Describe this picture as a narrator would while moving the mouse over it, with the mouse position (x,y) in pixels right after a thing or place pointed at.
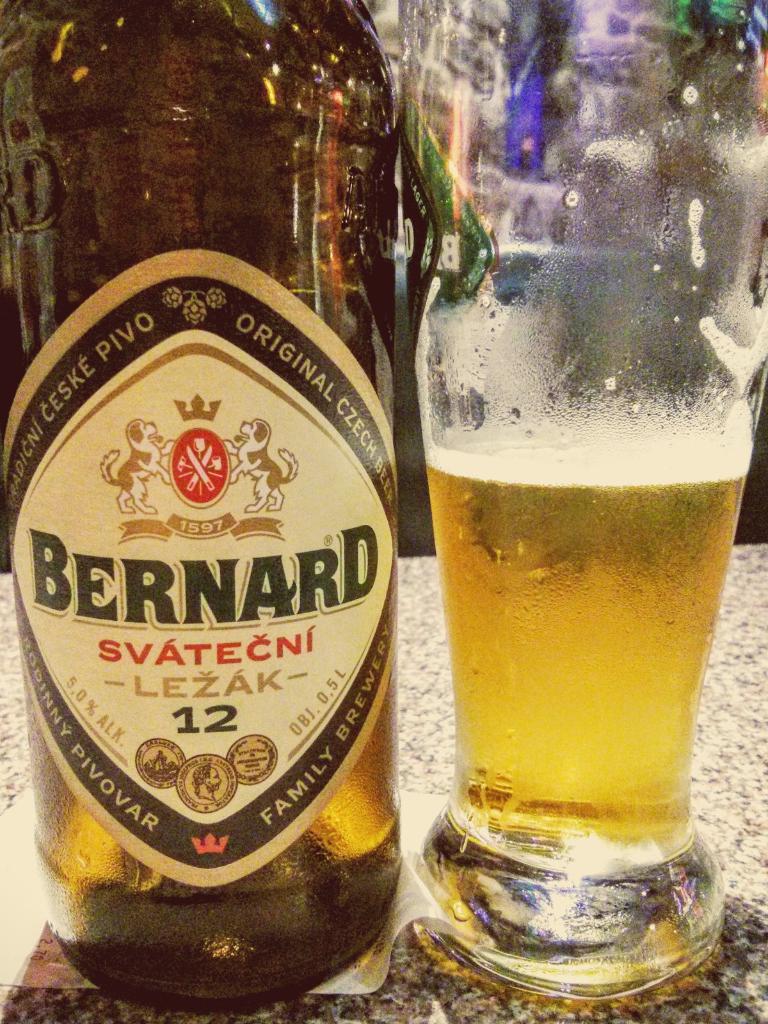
On this table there is a bottle (297,480) and glass (628,163). This glass (625,469) is filled with liquid (489,689). On this bottle (200,519) there is a sticker (151,591).
